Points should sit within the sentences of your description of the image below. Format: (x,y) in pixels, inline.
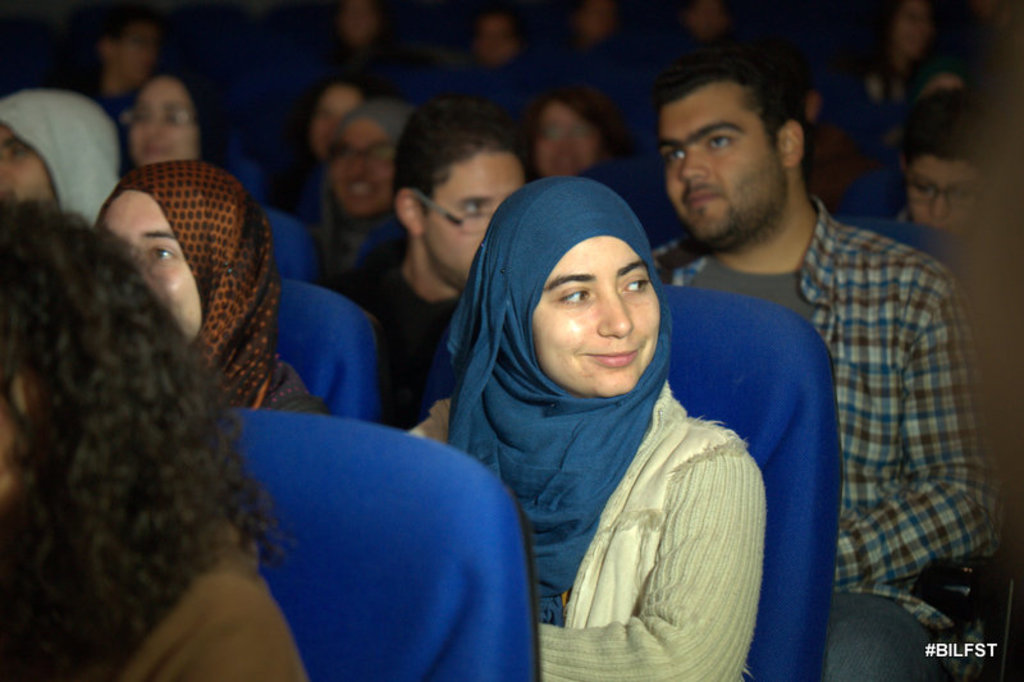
In this image we can see group of persons (388,327) sitting on chairs (777,384). In the bottom right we can see some text (980,648).
